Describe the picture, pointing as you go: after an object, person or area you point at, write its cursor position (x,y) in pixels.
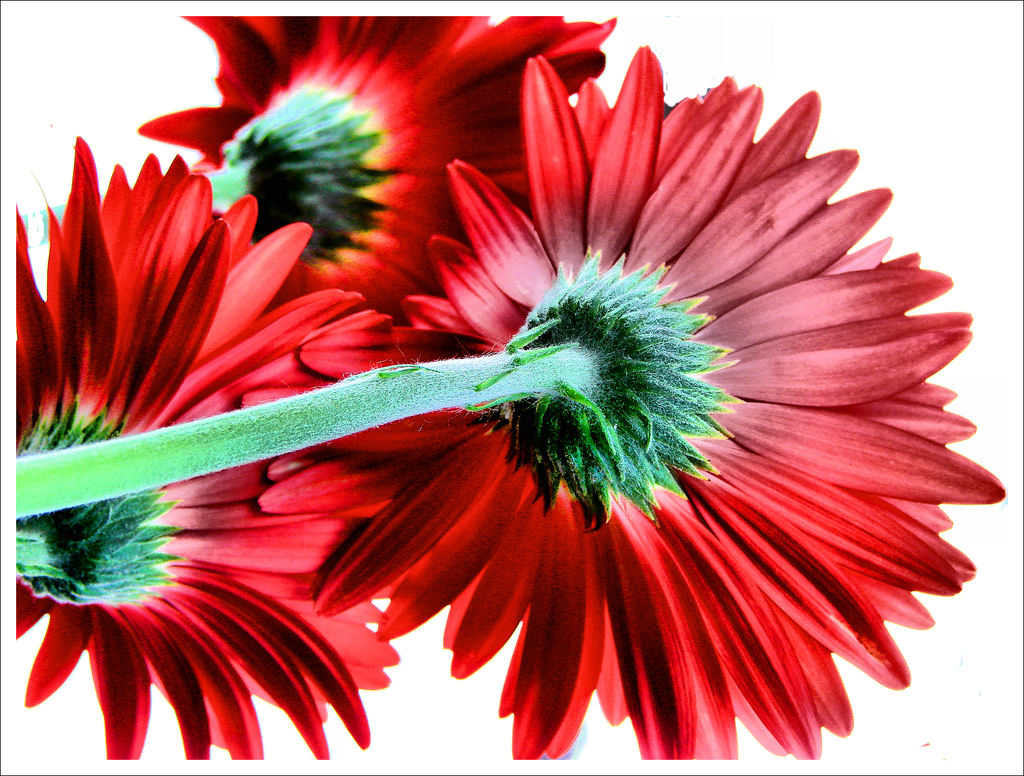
In this picture we can see flowers (301,477) with stems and in the background (1015,384) we can see white color.
